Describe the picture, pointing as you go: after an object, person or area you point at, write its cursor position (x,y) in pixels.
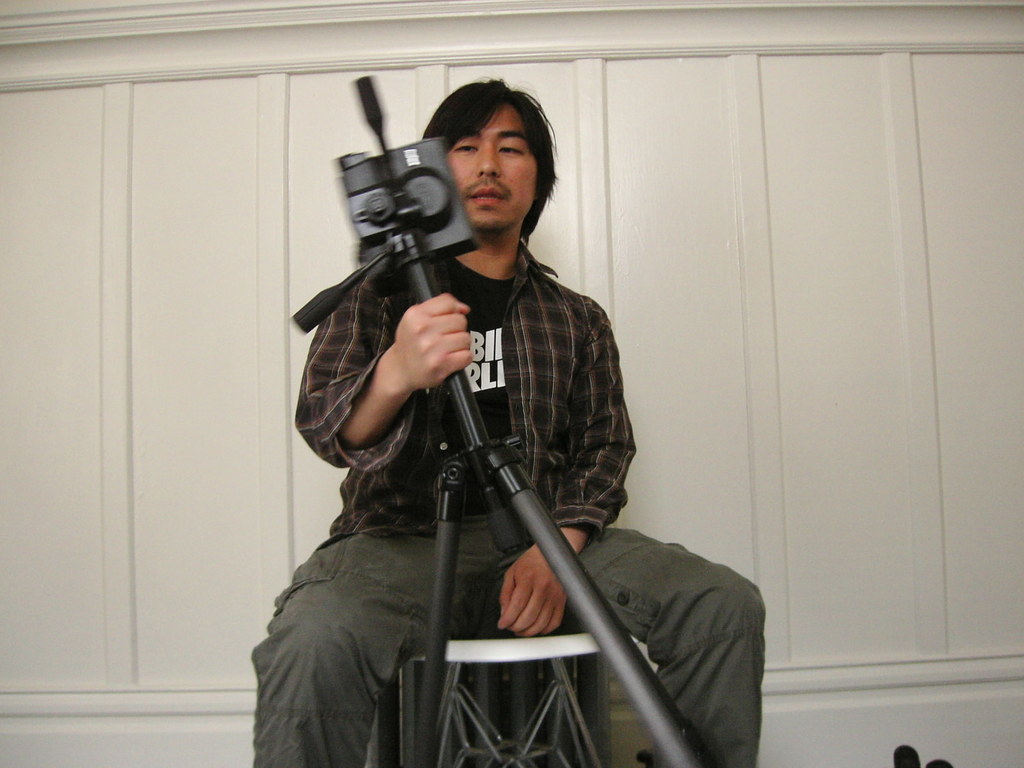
In the picture we can see a man (354,760) sitting on the stool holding a tripod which is black in color and in the background (144,375), we can see a wall (788,532) which is white in color.
